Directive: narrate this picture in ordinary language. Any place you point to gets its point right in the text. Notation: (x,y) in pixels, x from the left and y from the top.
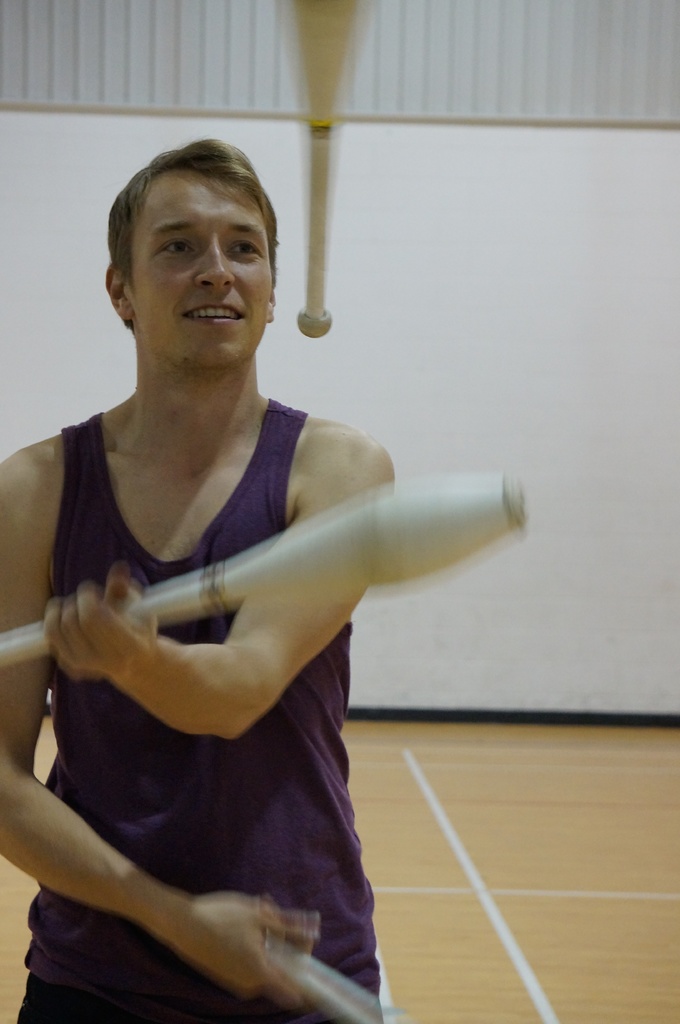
This is the picture of a person (302,599) who is juggling with the things (305,557) which are in white color.
